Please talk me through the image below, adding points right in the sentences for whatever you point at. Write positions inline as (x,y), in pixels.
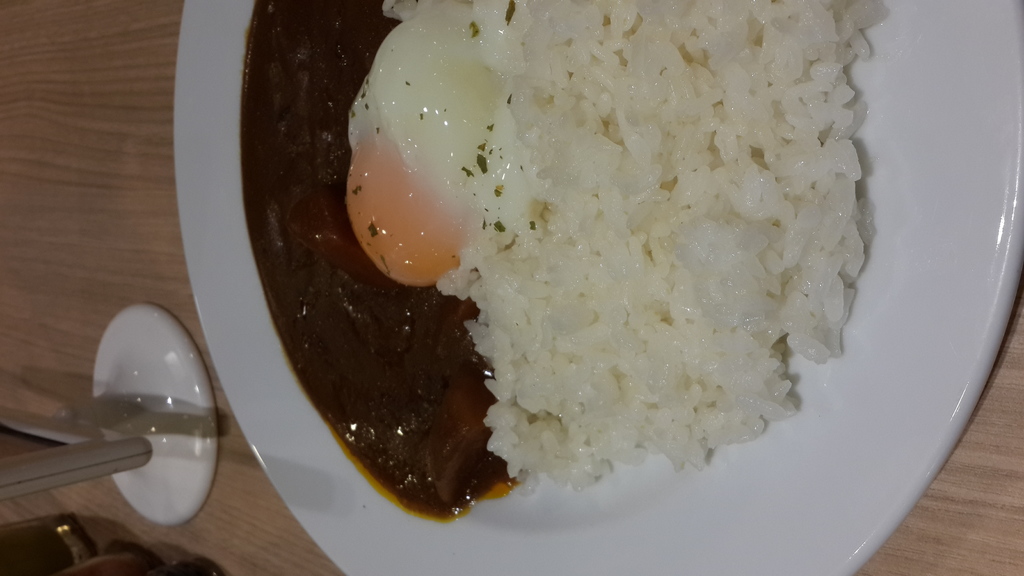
In this image there is a plate (366,556) on the table (942,516). Left bottom there are few objects (177,517) on the table (100,294). On the plate (1006,235) there is rice (609,360) and some food (363,243) are on it.
